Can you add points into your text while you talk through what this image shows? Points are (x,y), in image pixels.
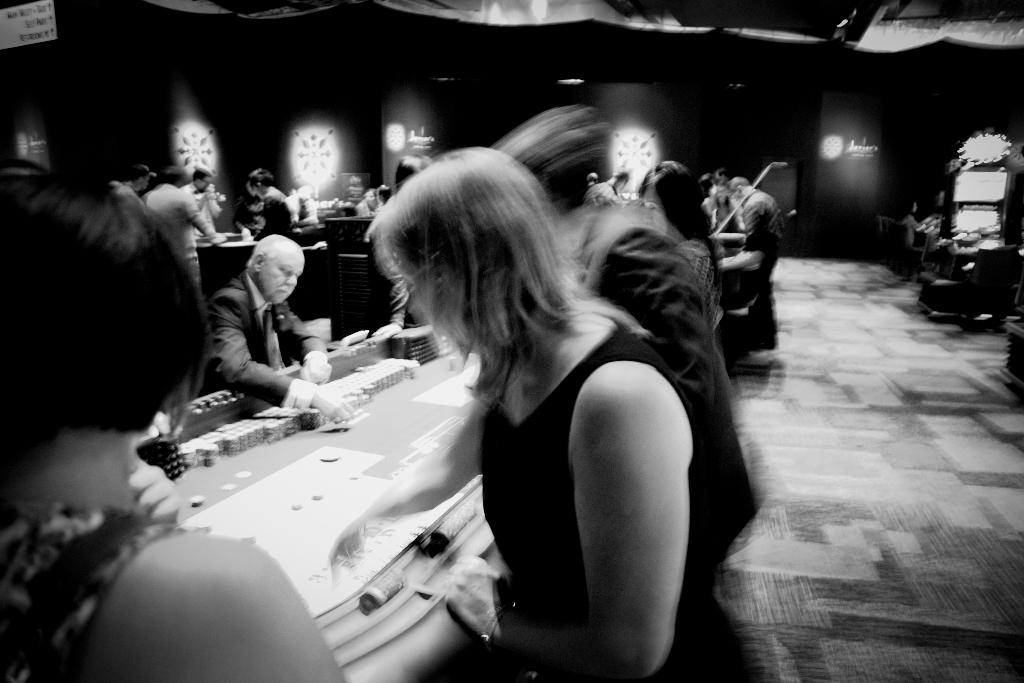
This is a black and white image as we can see there are some persons (277,247) playing in a casino (370,167).
